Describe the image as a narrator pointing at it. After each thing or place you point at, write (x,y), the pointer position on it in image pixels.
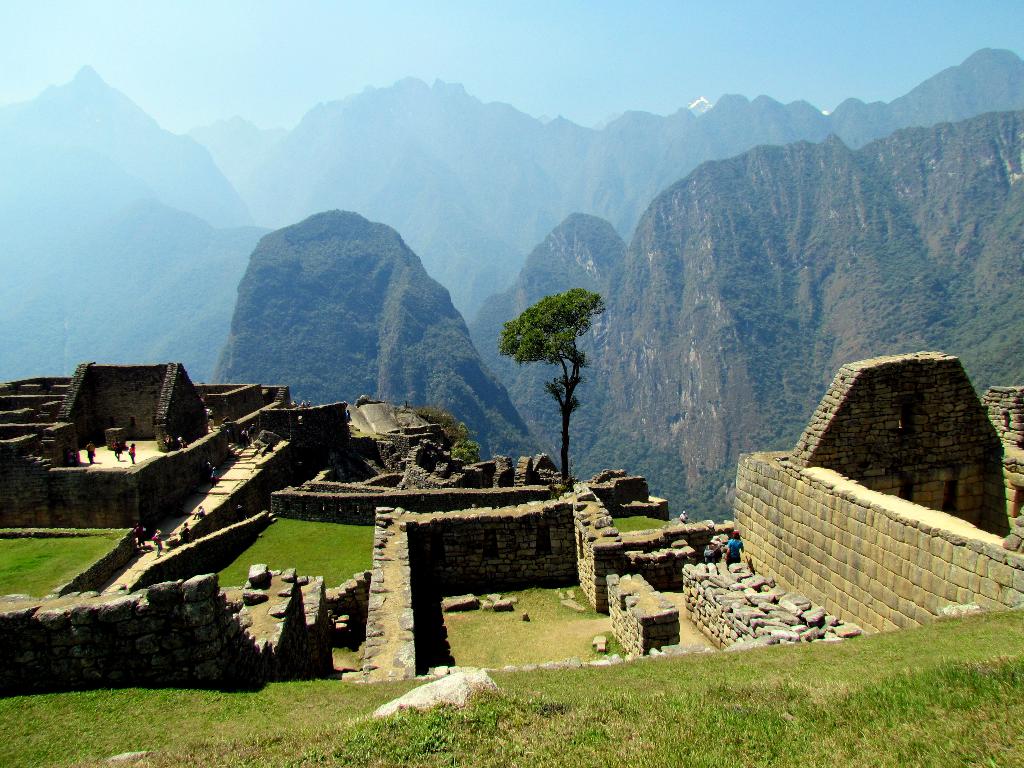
In this image I can see grass (480,661) in the front (659,689) and on the both side of this image I can see number of people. In the centre of this image (561,357) I can see a tree (546,326) and in the background (506,217) I can see mountains (506,298) and the sky (713,64).
